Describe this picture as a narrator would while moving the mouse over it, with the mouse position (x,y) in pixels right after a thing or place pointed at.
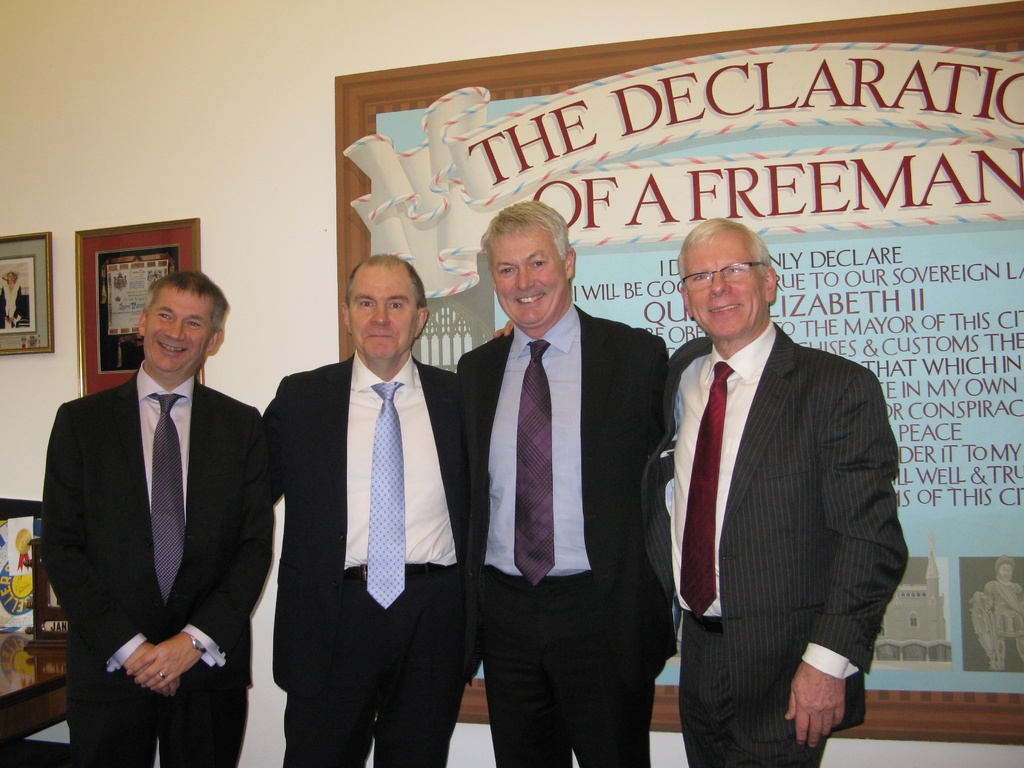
4 men (219,478) are standing wearing suit (798,488). There is a suit (101,477) at the left (127,566). There are photo frames (19,311) at the back (968,83).
